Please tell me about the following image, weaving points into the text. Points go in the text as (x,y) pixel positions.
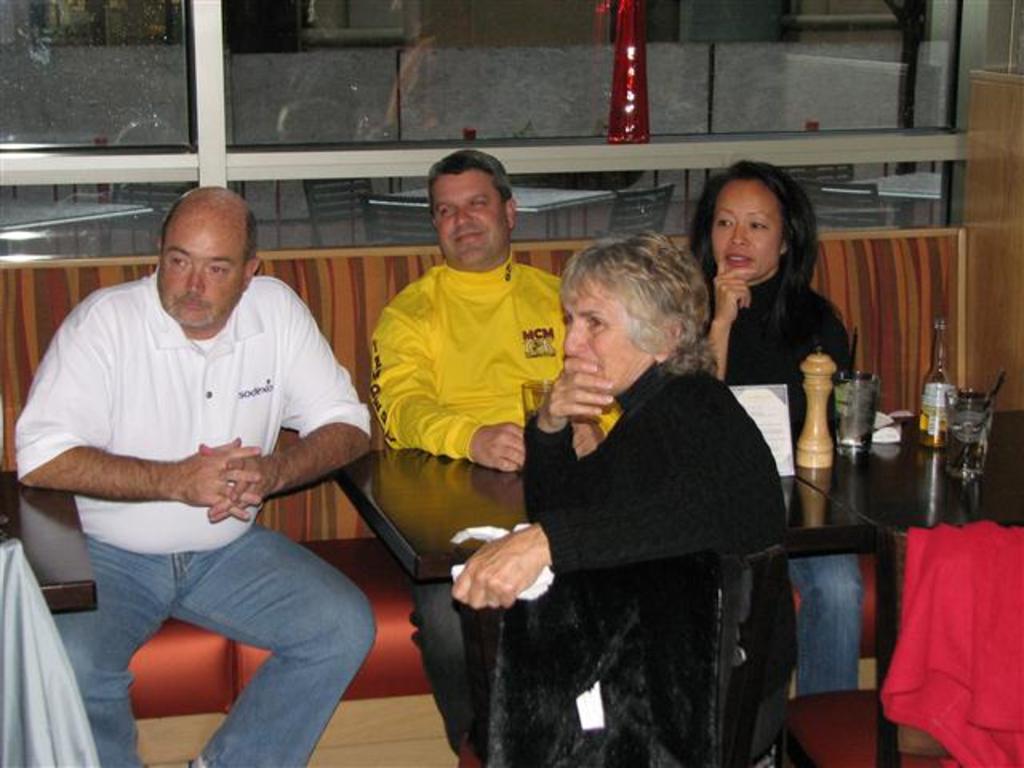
In this image we can see some people (471,583) sitting. We can also see a table (432,524) containing some glasses (987,420), a bottle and some objects (825,453) on it and a cloth (946,551) on a chair (889,735). On the backside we can see some tables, chairs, window (535,103) and a container (640,26).
